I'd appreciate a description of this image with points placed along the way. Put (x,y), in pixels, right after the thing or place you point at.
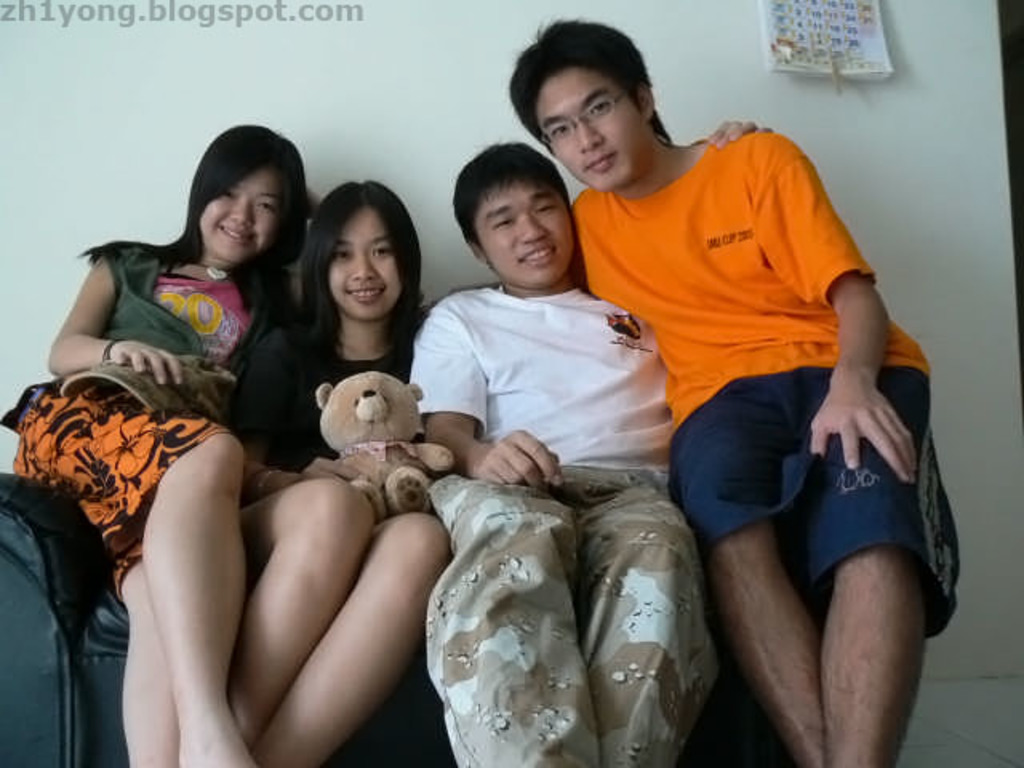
In the center of the image (499,379) we can see four persons (584,401) are sitting on the couch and they are smiling. Among them, we can see one person (856,292) is wearing glasses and two persons (203,454) are holding some objects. In the background (245,114), there is a wall (745,48) and a calendar (790,62). At the top left side of the image (24,7), we can see some text (24,7).
